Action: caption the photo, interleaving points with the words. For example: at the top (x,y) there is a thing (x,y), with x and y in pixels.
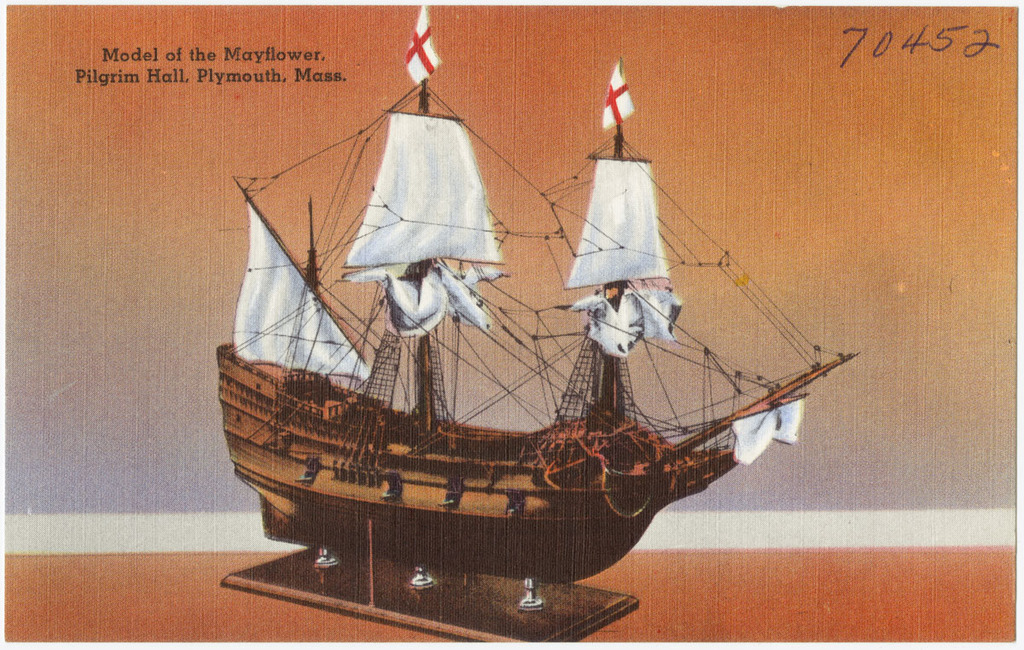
In this image we can see a picture of a ship (377,527) containing some poles (430,425), ropes (682,260), flags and in the background (989,38) we can see some text (311,73) and numbers (854,45).
